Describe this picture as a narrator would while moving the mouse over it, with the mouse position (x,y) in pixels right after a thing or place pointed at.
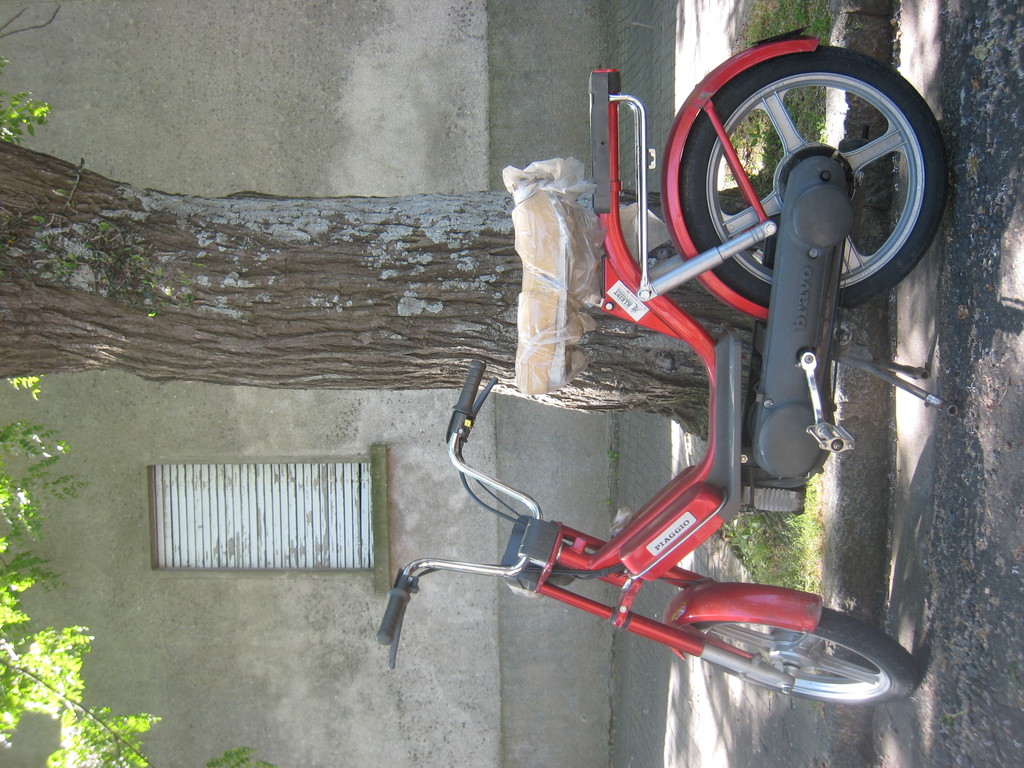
In this image I see a motorcycle (742,277) over here which is of red and black in color and I see the path (1003,76) and I see the grass (769,144) and I see a tree (354,237). In the background (35,144) I see the wall (35,144).
